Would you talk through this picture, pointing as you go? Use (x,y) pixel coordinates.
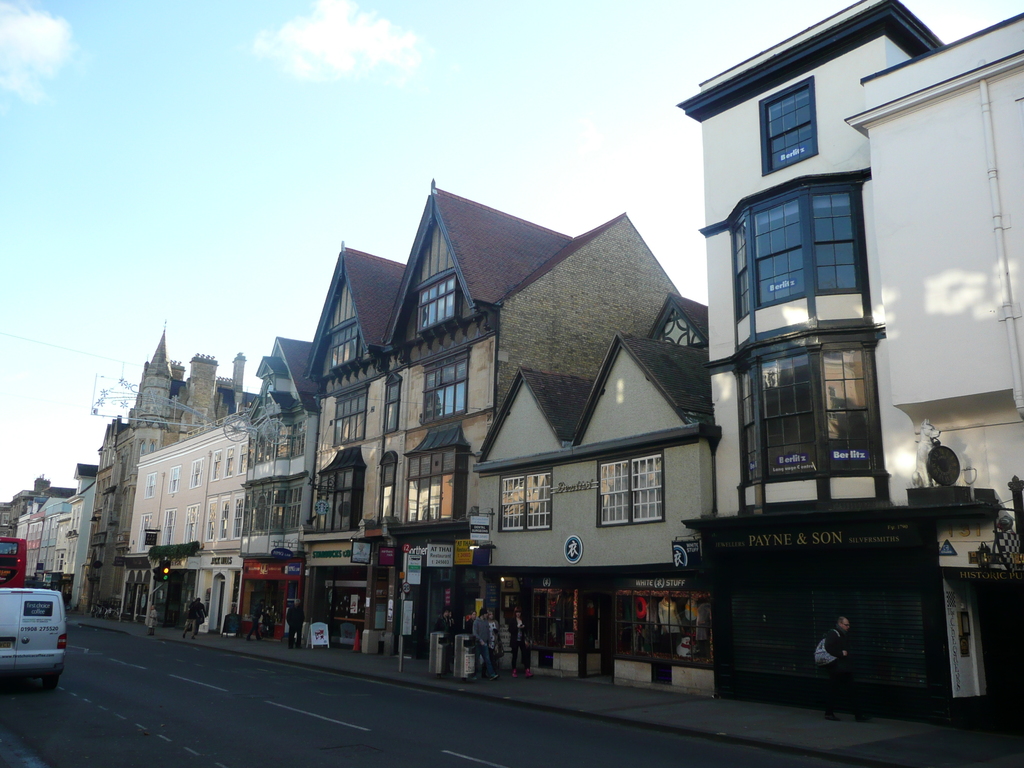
In this picture we can see a view of the buildings (571,517) with roof tiles (485,283). In the bottom (563,566) we can see some shops (326,606). In the front (317,722) bottom side there is a road (121,670) and white color van (61,658) moving on the road (107,688). On the top (244,123) there is a sky (364,193) and clouds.
